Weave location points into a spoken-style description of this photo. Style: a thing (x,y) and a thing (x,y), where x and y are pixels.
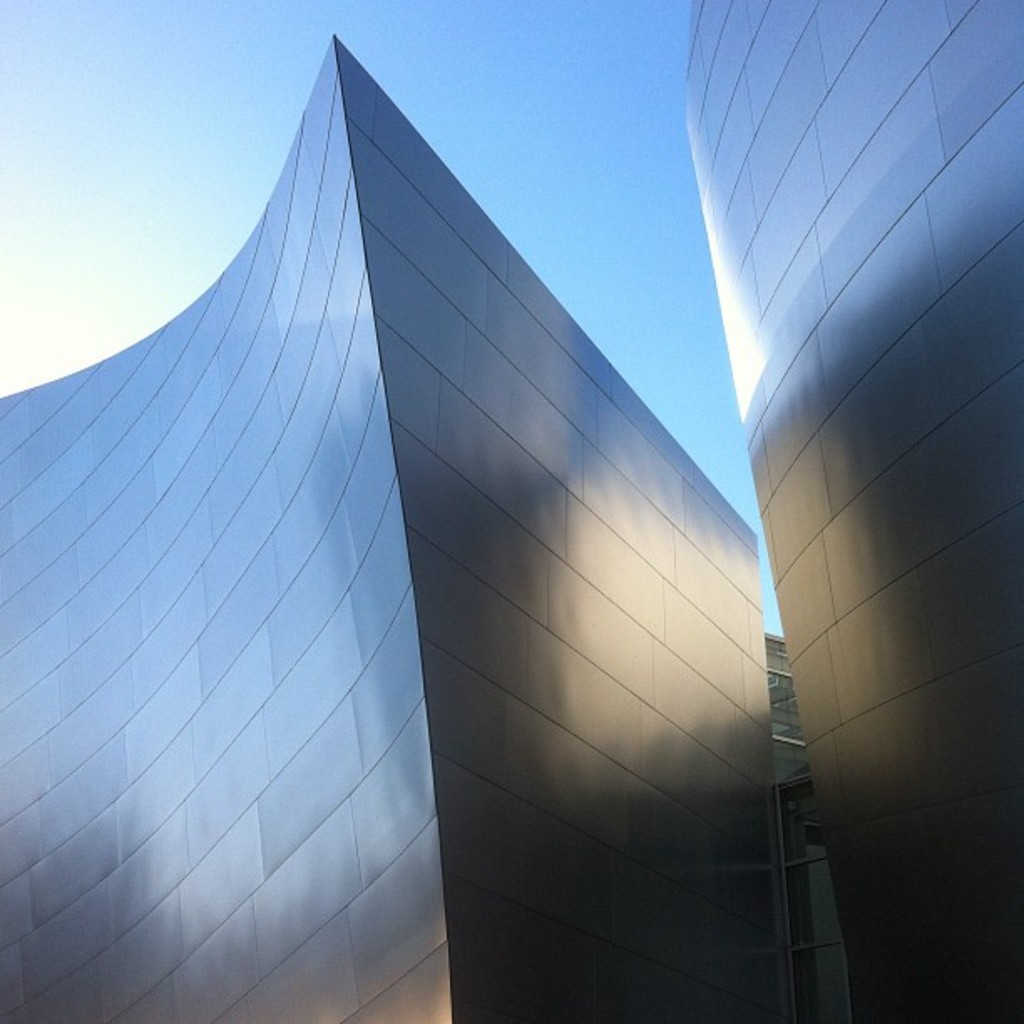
In this image we can see buildings (445,339) and sky (213,191).
